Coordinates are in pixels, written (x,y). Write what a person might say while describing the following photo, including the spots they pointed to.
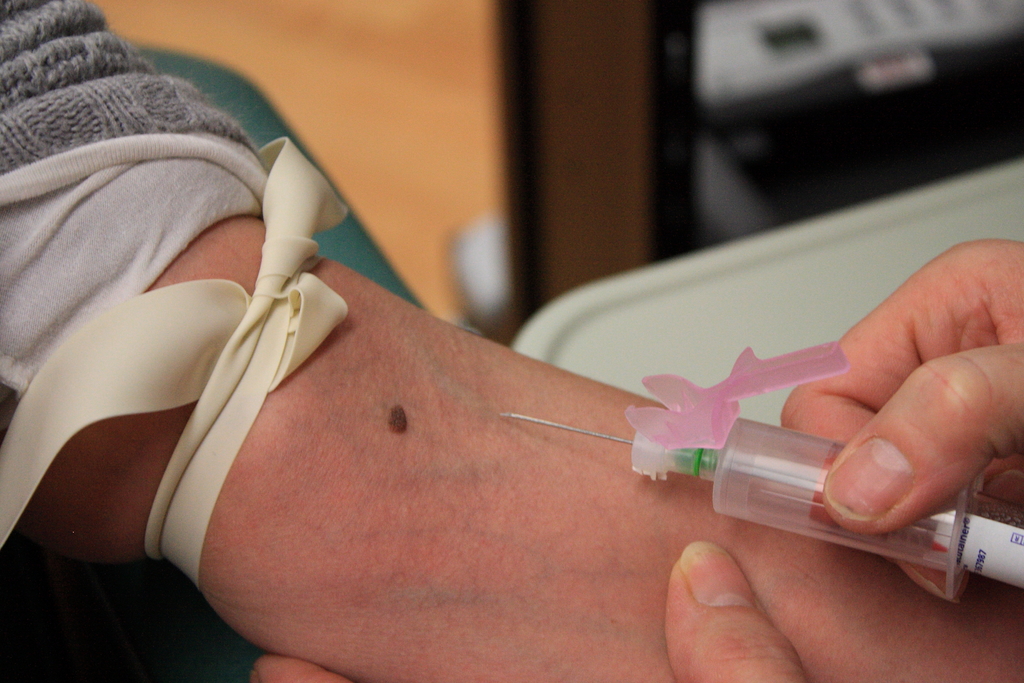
In this picture I can see the fingers (966,268) of a person (917,409) holding a syringe (1003,531), there is a ribbon (188,319) tied to the hand (250,512) of a person (521,636), and in the background (532,209) there are some objects (722,73).
